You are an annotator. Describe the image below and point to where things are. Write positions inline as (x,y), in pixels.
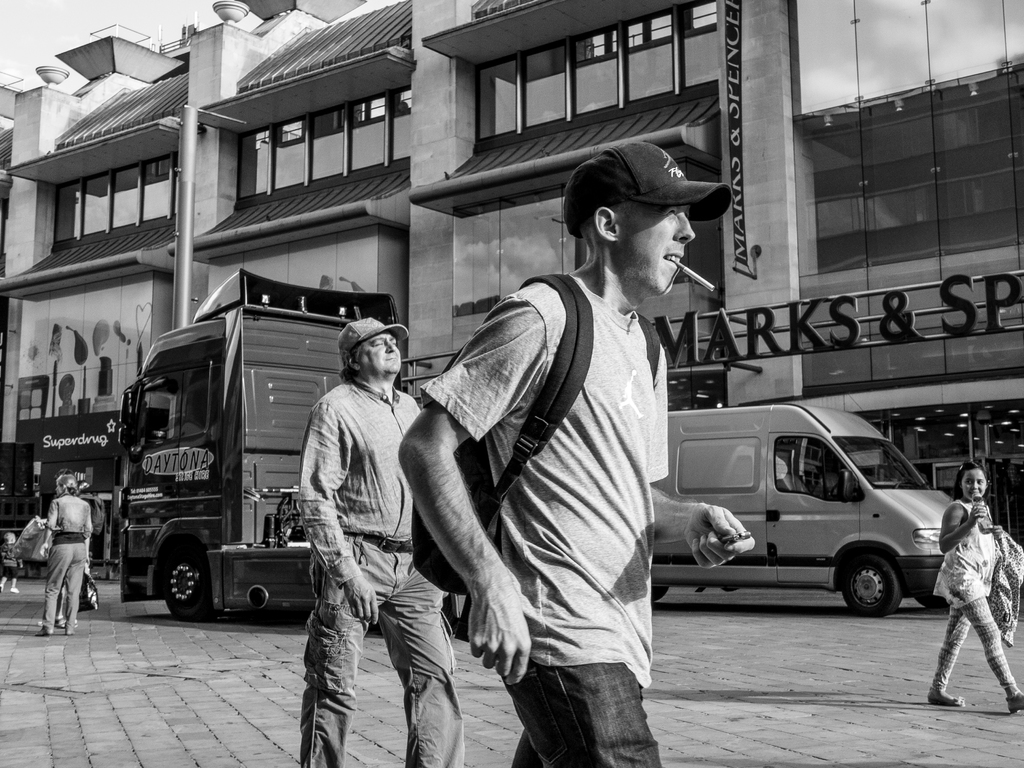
In this image I can see the people (462,557) with the dresses (536,558). I can see few people (588,235) with the caps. To the side I can see vehicles (771,554). In the background (27,293) there are boards (104,346) to the building (289,41). I can also see the sky (26,31) in the back (63,31). And this is a black and white image.
